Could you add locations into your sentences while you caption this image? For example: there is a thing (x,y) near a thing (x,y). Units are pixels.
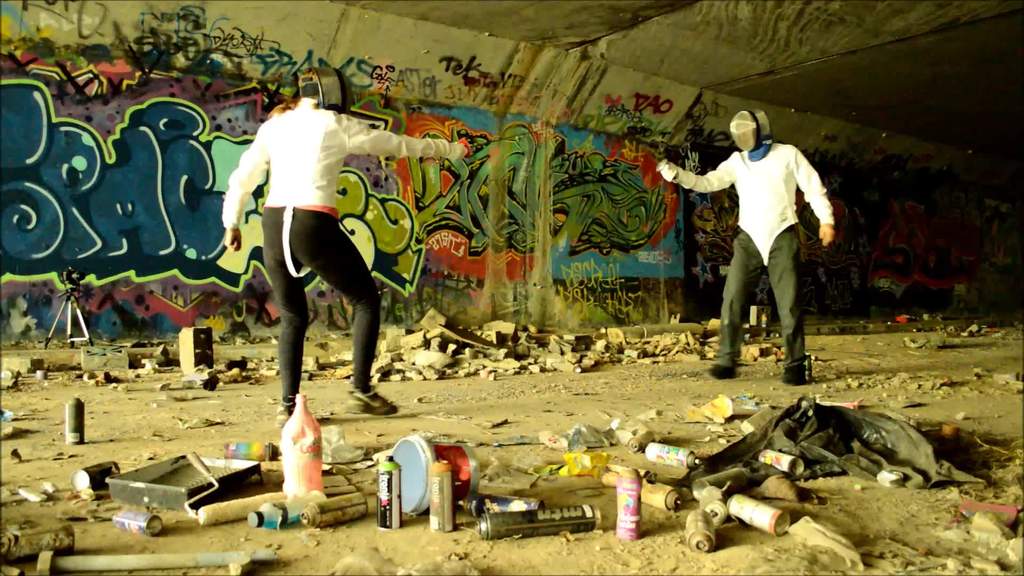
This image is taken indoors. At the bottom of the image (615,553) there is a ground (470,517). In the background (404,210) there is a wall (595,175) with many paintings (647,222) and graffiti (163,208). At the top of the image (683,55) there is a roof (715,51). In the middle of the image (346,290) two persons (344,260) are standing on the ground (550,560) and they are holding swords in their hands (669,178). There are many spray bottles (753,511), rollers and many things (441,372) on the ground (963,348).
